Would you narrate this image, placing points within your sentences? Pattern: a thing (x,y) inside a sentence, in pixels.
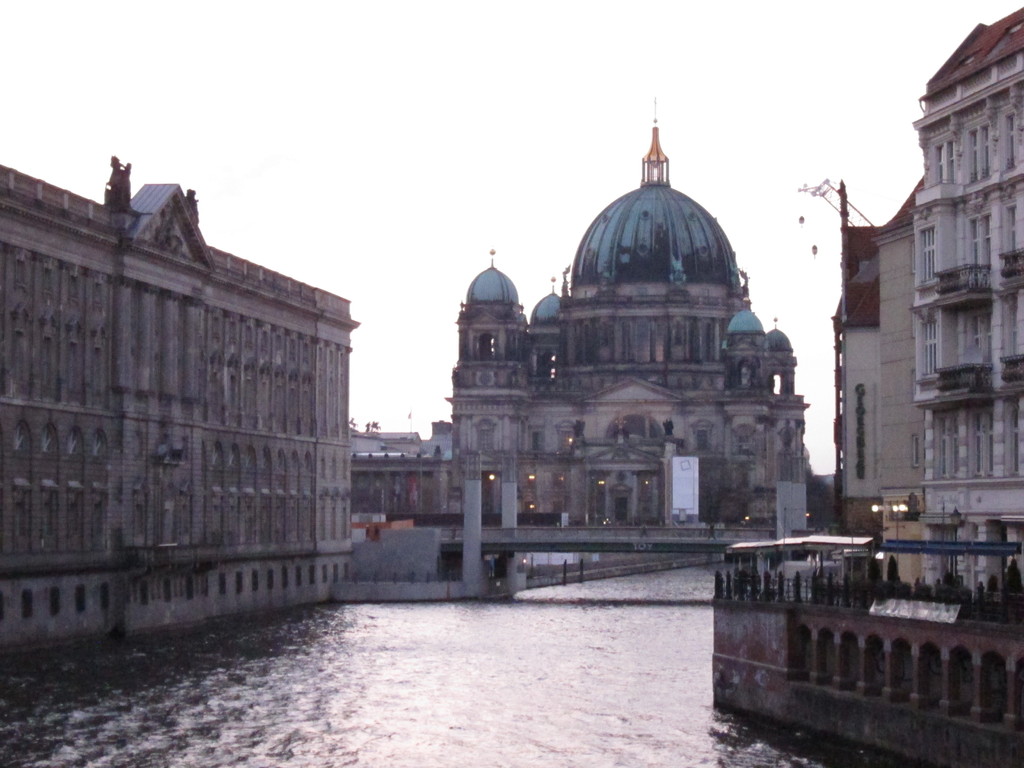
In this picture we can see some buildings (758,371), at the bottom (621,688) there is water (632,677), we can see a bridge (646,535) in the middle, in the background (681,463) there is a board (686,494) and some lights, we can see the sky (502,123) at the top of the picture (424,62).
